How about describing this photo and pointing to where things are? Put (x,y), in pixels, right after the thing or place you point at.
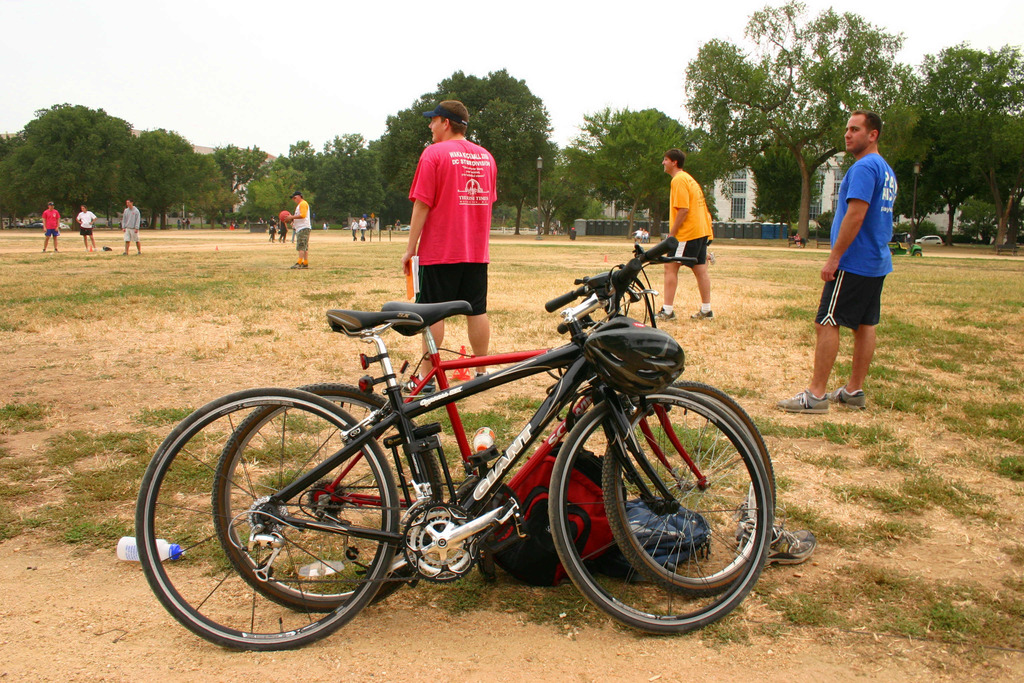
In this image there are two cycles (415,417), a bag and a helmet (595,369) are parked in a ground (485,425), behind the cycles (405,433) there are a few people (424,230) standing, in the background of the image (618,197) there are trees (502,164) and buildings (829,163).
